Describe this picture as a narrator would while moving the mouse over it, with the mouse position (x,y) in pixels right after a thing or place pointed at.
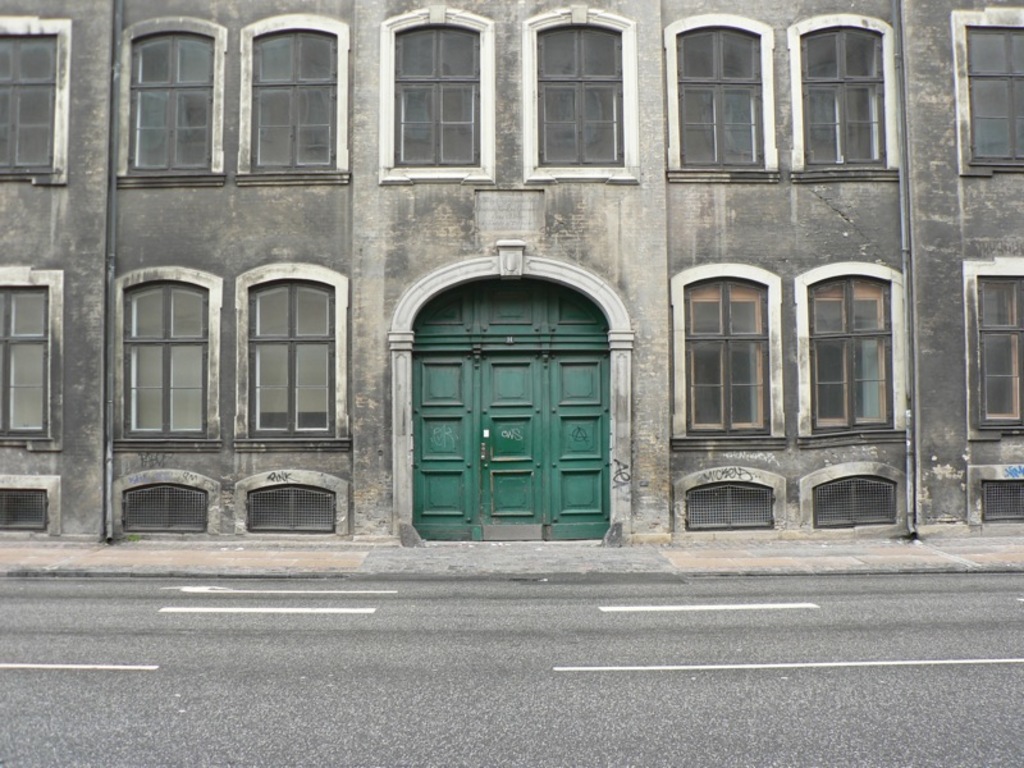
This image contains a building (493,185) having few windows (170,58) and a door (433,377) to the wall (386,376) of it. Before building (78,488) there is a pavement (923,568). Beside it there is a road (594,662).
